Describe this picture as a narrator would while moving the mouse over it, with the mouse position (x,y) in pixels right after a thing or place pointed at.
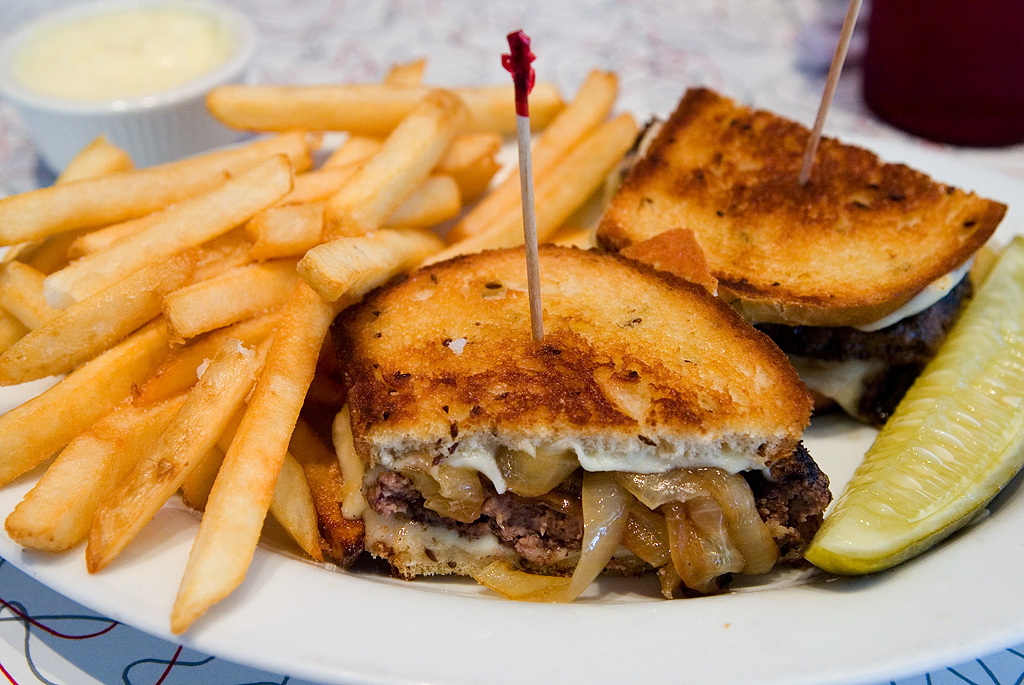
This image consists of a plate (876,627). It is in white color. It has some eatables (409,573). There are french fries (178,317), burgers (574,441). There is a bowl (55,130) in the top left corner (100,118).
